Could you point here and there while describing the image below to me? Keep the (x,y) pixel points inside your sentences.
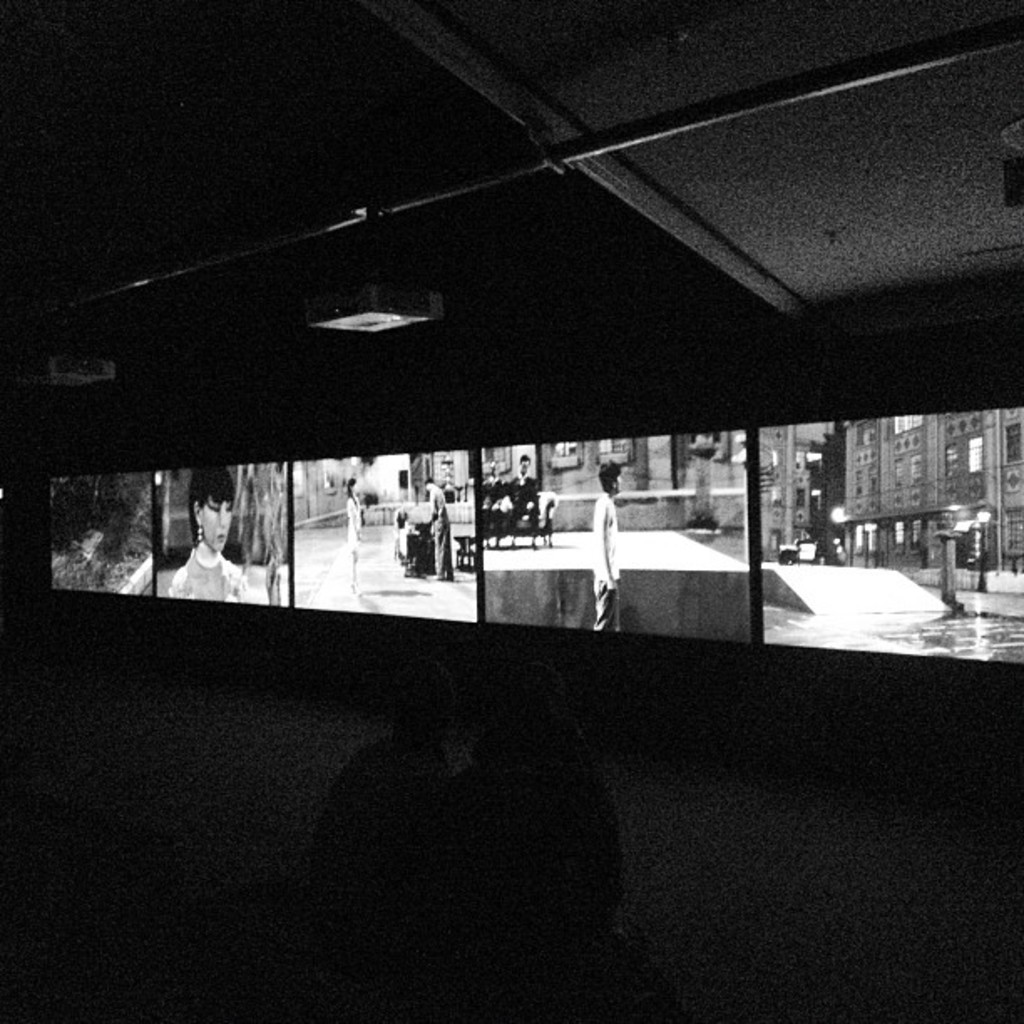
In this image I can see number of screens (98,522) and on it I can see number of people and few buildings (961,471). I can also see few projector machines (65,369) over here and I can see this image is black and white in colour.
